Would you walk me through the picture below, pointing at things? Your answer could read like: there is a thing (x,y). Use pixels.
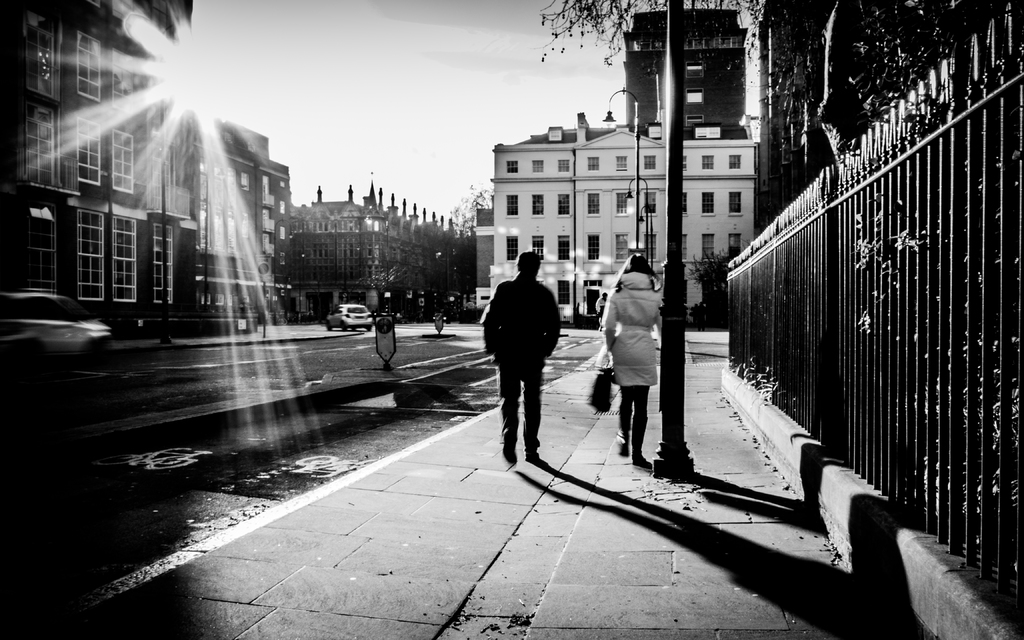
This is a black and white image. In this image we can see a man (511,430) and a woman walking on the footpath (581,466). We can also see the metal fence (890,323), trees (932,164), some boards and vehicles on the road (308,427), some poles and the sky (357,104) which looks cloudy.
